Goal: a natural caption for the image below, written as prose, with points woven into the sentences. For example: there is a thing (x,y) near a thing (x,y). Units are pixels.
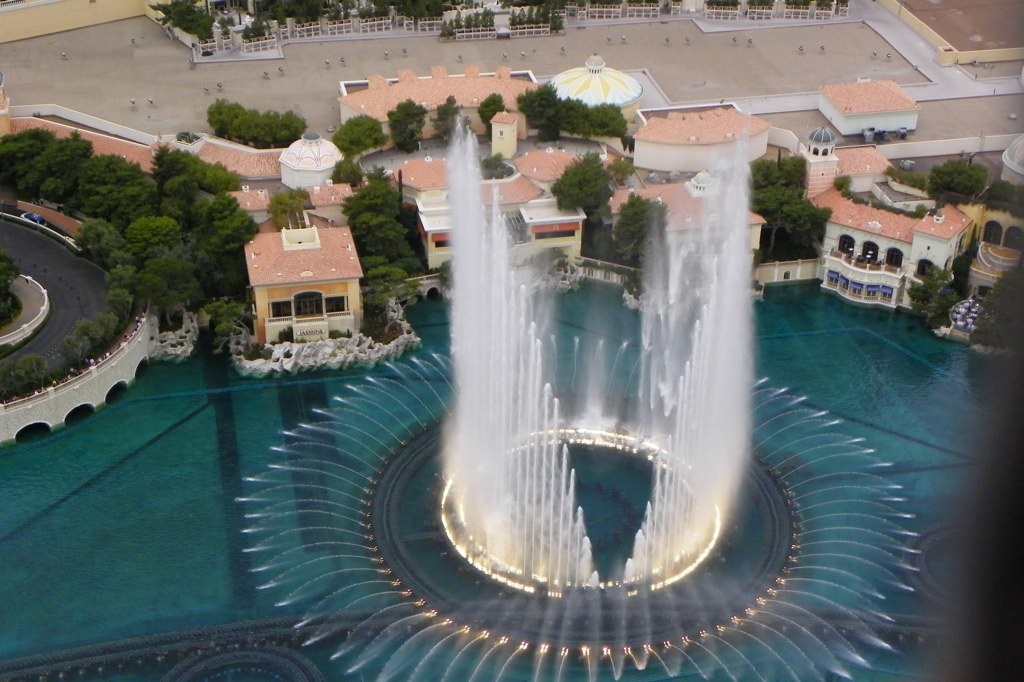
This is an aerial view of an image where we can see water fountain (524,298), houses (1009,157), the road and the trees (125,192).
